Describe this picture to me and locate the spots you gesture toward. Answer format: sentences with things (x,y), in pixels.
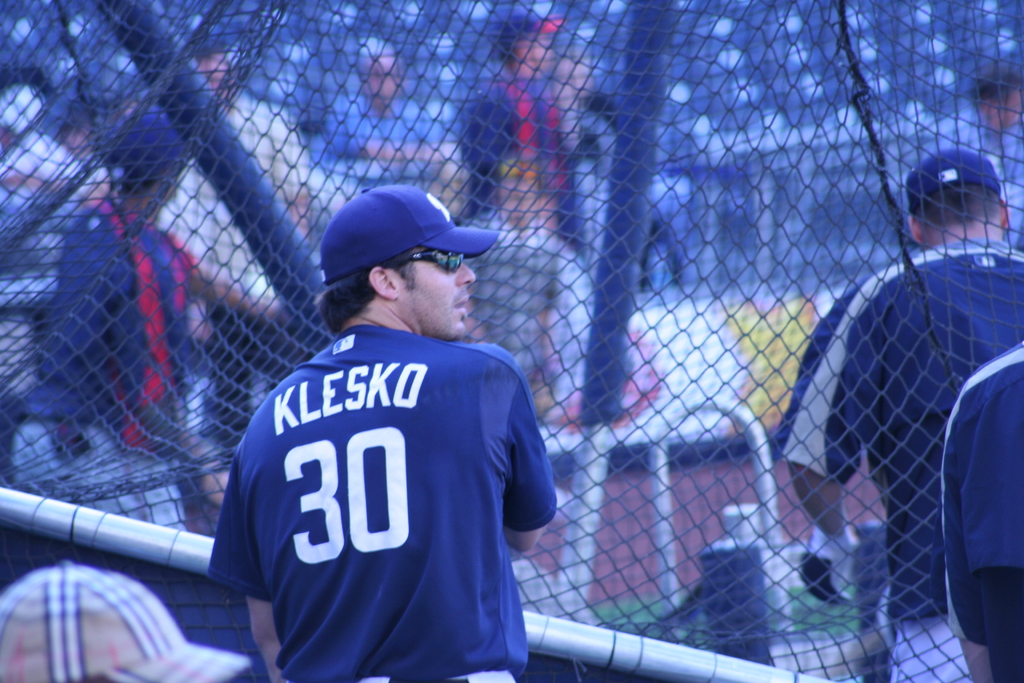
Here we can see a man (510,405) is standing at the pole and at the bottom (59,644) there is a cap (73,644). In the background (254,164) we can see a net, few persons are sitting and standing, poles (599,445), hoarding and other objects (697,544).
